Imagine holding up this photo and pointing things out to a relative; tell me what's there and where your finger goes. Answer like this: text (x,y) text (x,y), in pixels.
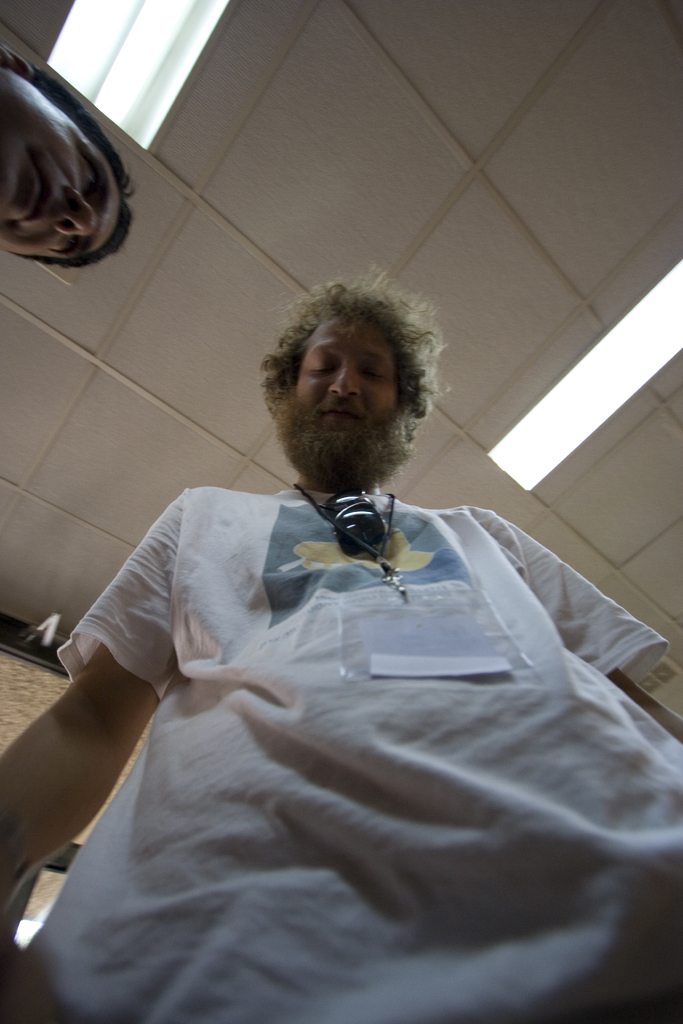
In this image, there is a person (330,594) standing and wearing clothes (220,655). There is a ceiling (292,178) at the top of the image (317,6) contains lights (161,107). There is an another person head (18,191) in top left of the image (18,191).
